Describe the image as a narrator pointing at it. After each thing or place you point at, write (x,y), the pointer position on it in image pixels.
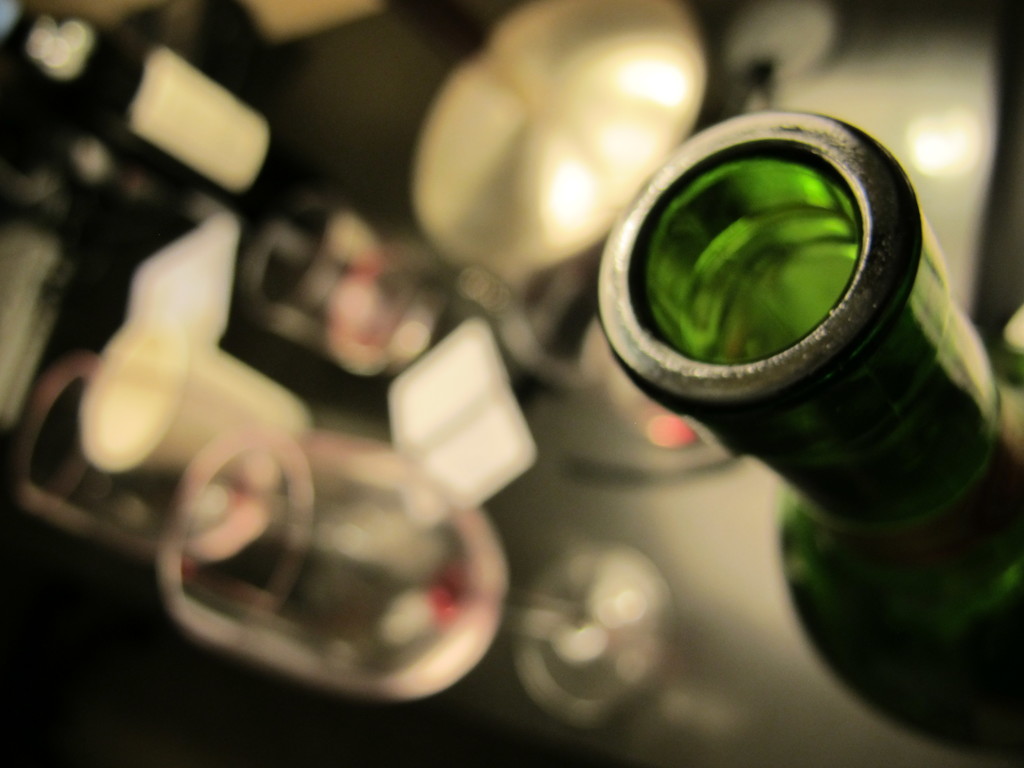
In this picture we can see a bottle (793,362) and these are the glasses (393,342).
